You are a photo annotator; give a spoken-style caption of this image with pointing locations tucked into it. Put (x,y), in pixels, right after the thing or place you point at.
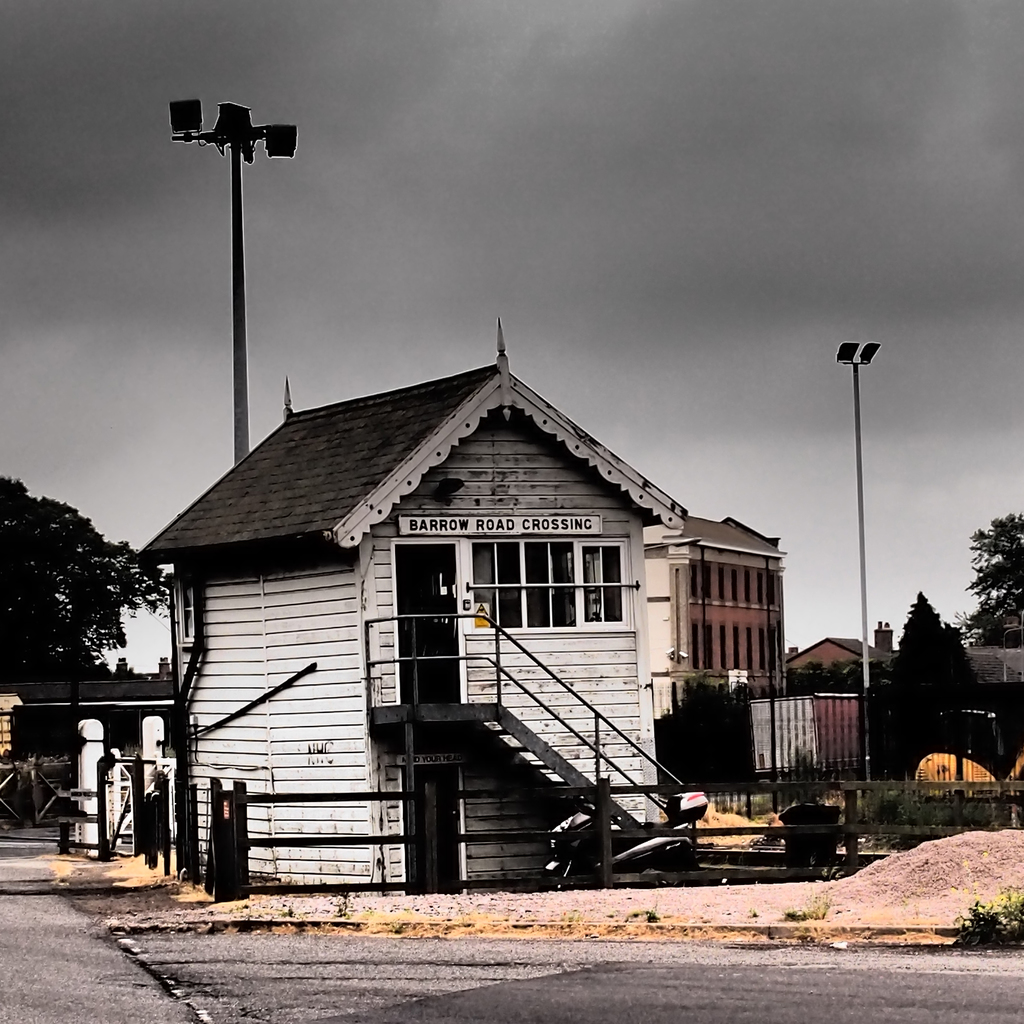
There is a wooden house (587,440), which is having glass windows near a road (610,996). In the background (963,701), there are lights (867,357) attached to poles (864,712), buildings (765,599), trees (1023,597) and clouds (498,279) in the sky (506,325).
